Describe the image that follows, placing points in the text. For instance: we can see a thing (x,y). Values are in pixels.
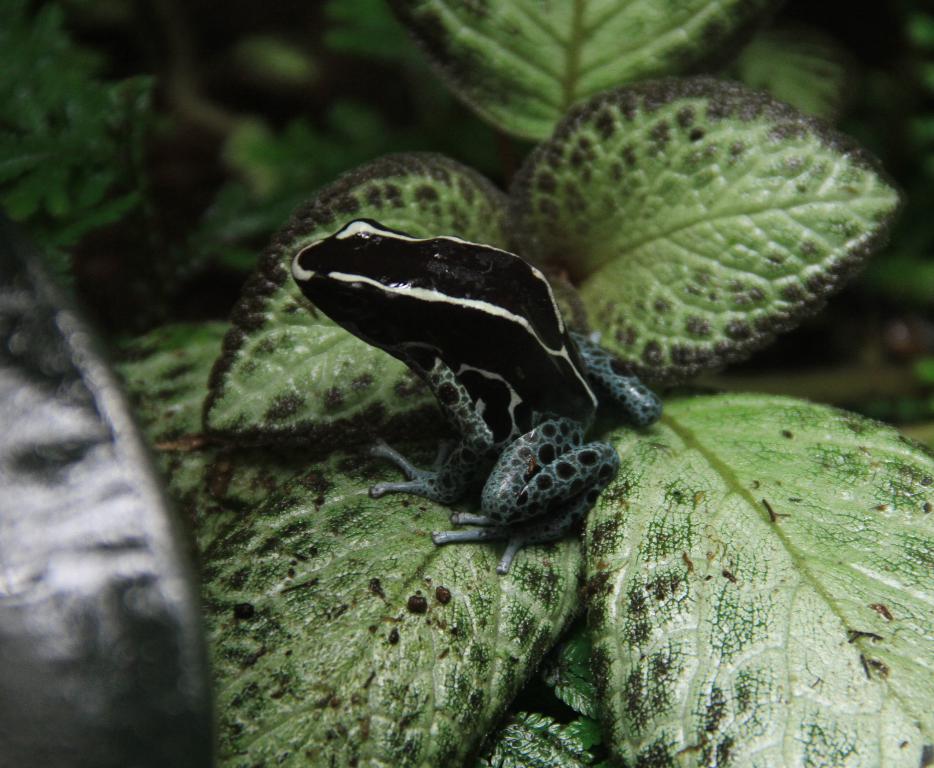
In the image there is a black frog (539,389) sitting on a plant (369,175).
